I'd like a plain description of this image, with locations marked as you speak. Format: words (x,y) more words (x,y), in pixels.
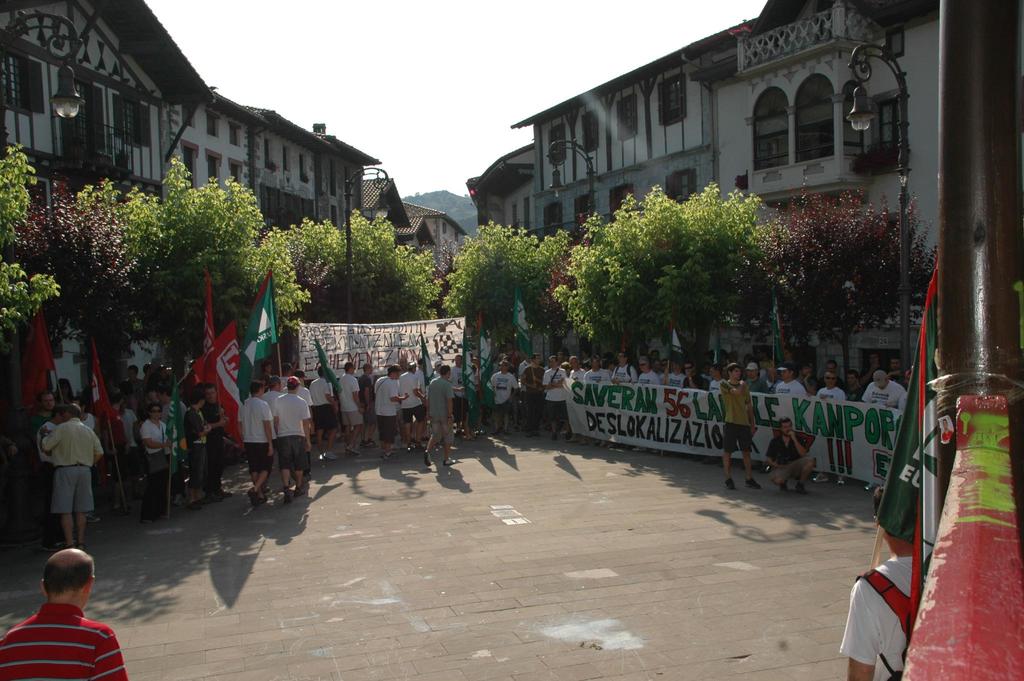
In the center of the image (596,371) we can see group of persons (645,379) walking and standing on the road (476,438). On the right side of the image (885,573) we can see person (901,567), holding a flag (910,485). On the left side of the image (53,645) we can see a person (39,642) on the road (173,668). In the background (869,352) we can see trees (383,296), buildings (892,337), hill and sky (463,140).
